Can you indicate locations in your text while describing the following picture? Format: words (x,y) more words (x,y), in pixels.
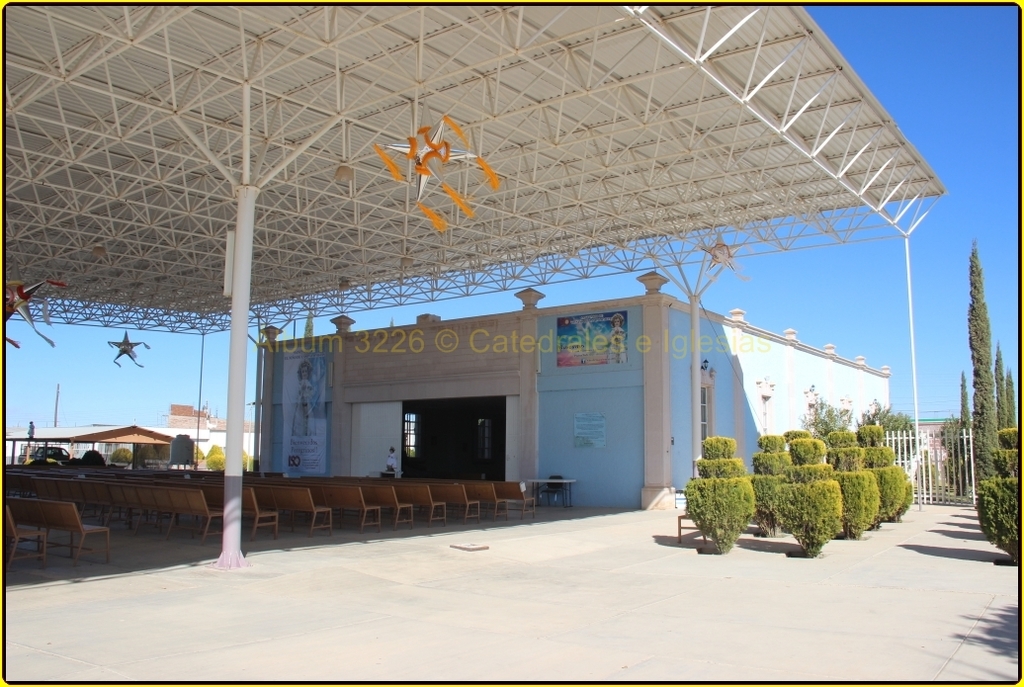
In this image I can see a white colored pillar (224,558), few metal rods (341,89), the ceiling (383,102), few benches (148,485) on the ground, few trees (893,498) and a building (586,390) which is blue and white in color. In the background (208,430) I can see few other buildings (191,435), few trees (207,457) and the sky (844,267).
